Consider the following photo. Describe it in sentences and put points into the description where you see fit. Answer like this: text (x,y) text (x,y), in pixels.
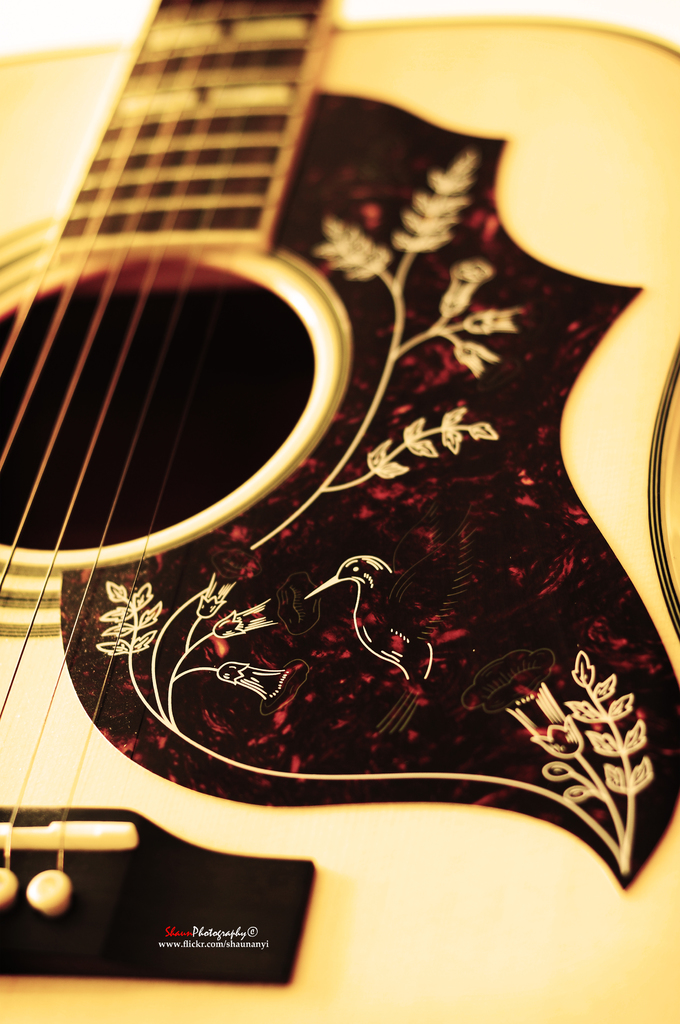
In this picture we see a guitar (116,1002).
